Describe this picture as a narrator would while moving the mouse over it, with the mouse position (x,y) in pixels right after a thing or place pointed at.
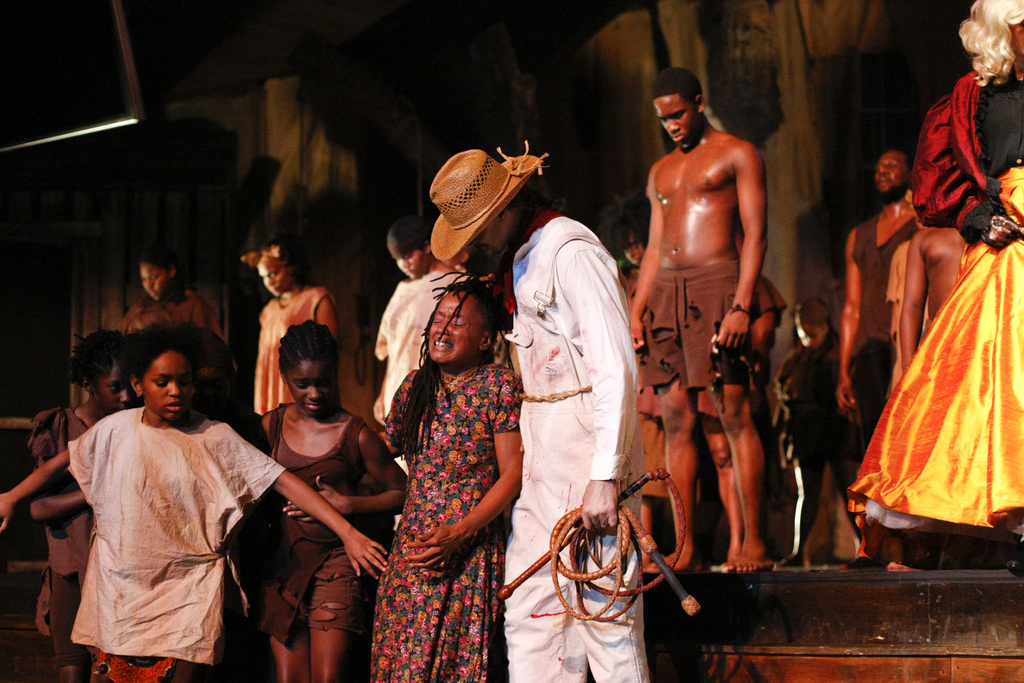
This is looking like a drama is going on. On the stage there are many people (517,379). In the middle (584,363) one man (551,340) wearing hat (463,201), white dress (577,430) is holding a rope (580,548). Beside him a lady (454,433) is crying. In the background (351,135) there curtain (621,60).
